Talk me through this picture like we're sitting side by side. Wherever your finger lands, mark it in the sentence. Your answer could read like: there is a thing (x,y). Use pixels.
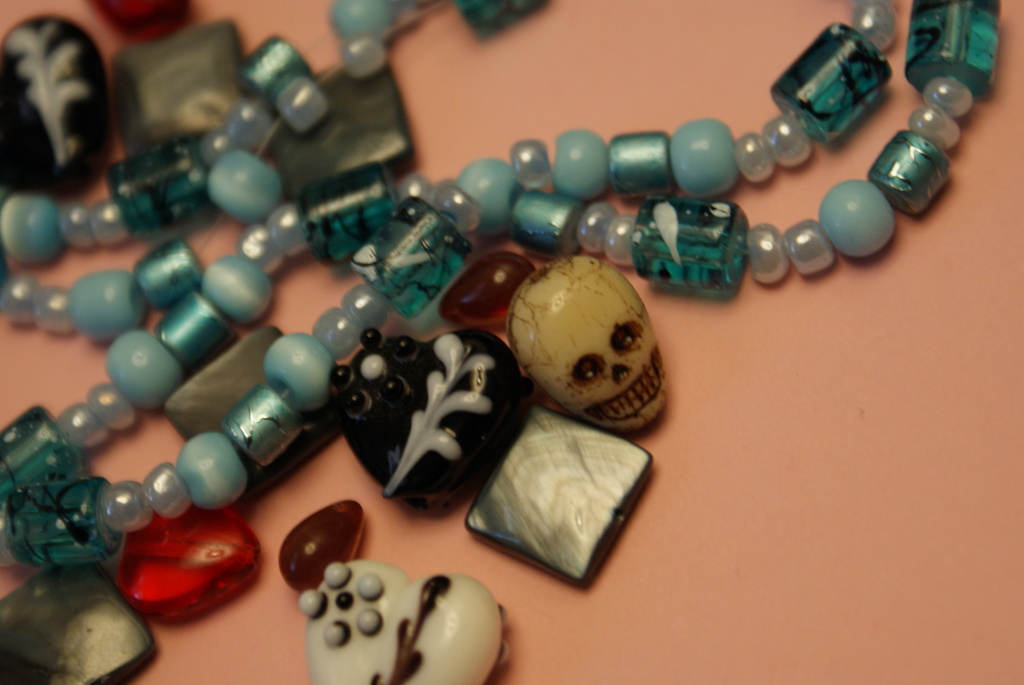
This image consists of an artificial jewellery (403,346).
